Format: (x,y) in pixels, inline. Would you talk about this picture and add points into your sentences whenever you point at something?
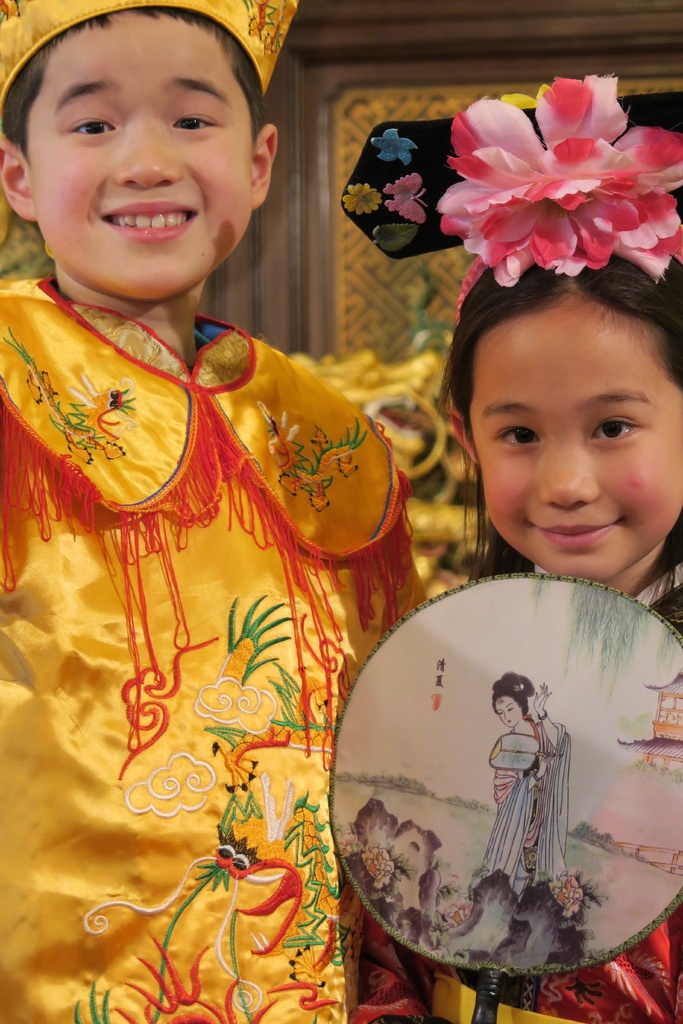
This image consists of two children (382,445). One is a boy (342,480), another one is a girl (475,444). They are wearing different dresses (150,442). The girl (488,444) is holding something. The boy (90,445) is wearing yellow color dress (164,641).
